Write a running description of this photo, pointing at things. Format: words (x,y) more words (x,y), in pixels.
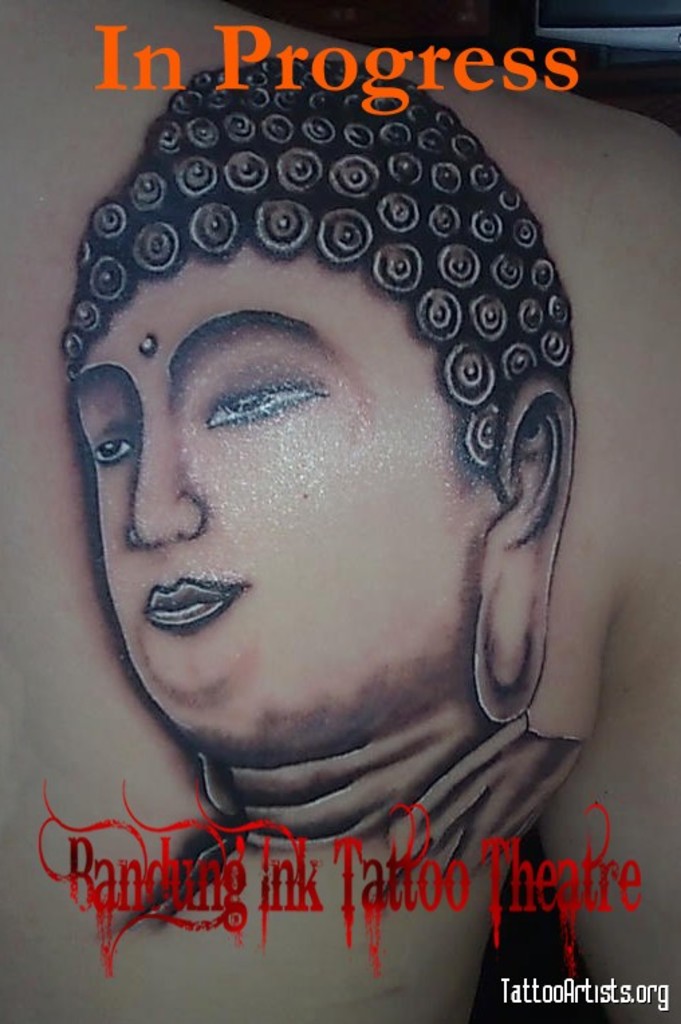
In this image we can see the picture (404,506) of Gautama Buddha (347,513). We can also see some text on it.
